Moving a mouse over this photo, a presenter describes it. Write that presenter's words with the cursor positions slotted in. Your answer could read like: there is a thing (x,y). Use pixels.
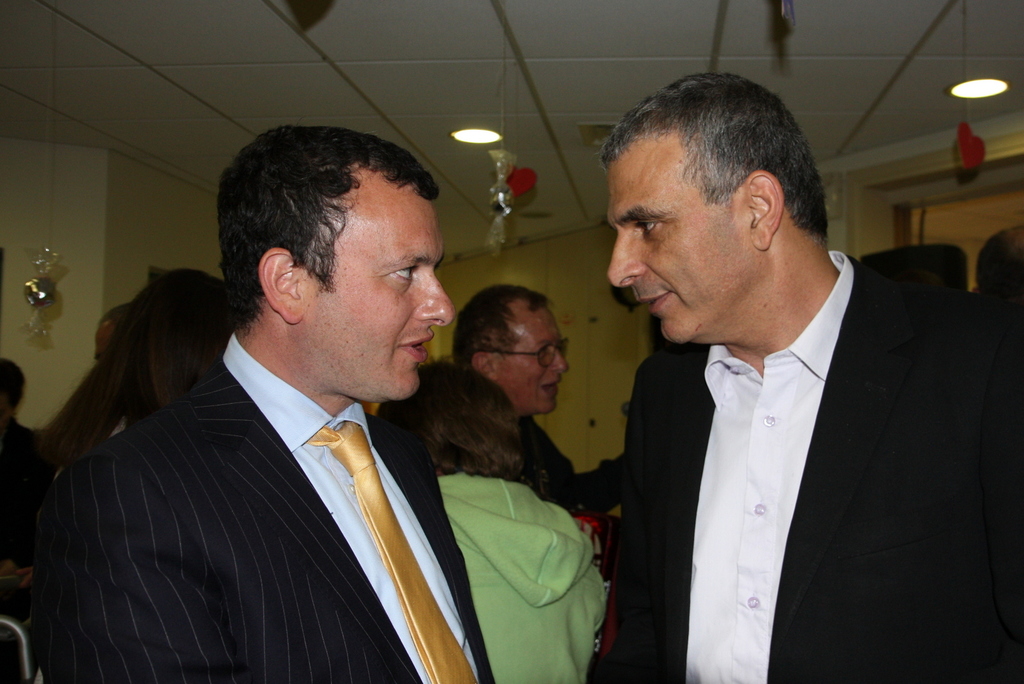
In this picture I can see there are two men (448,561) standing and they are wearing blazers (317,507) and there are few people (469,406) in the backdrop (564,553) and there are few decorations (325,3) attached to the ceiling (100,37) and there are few lights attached to ceiling (525,52).
